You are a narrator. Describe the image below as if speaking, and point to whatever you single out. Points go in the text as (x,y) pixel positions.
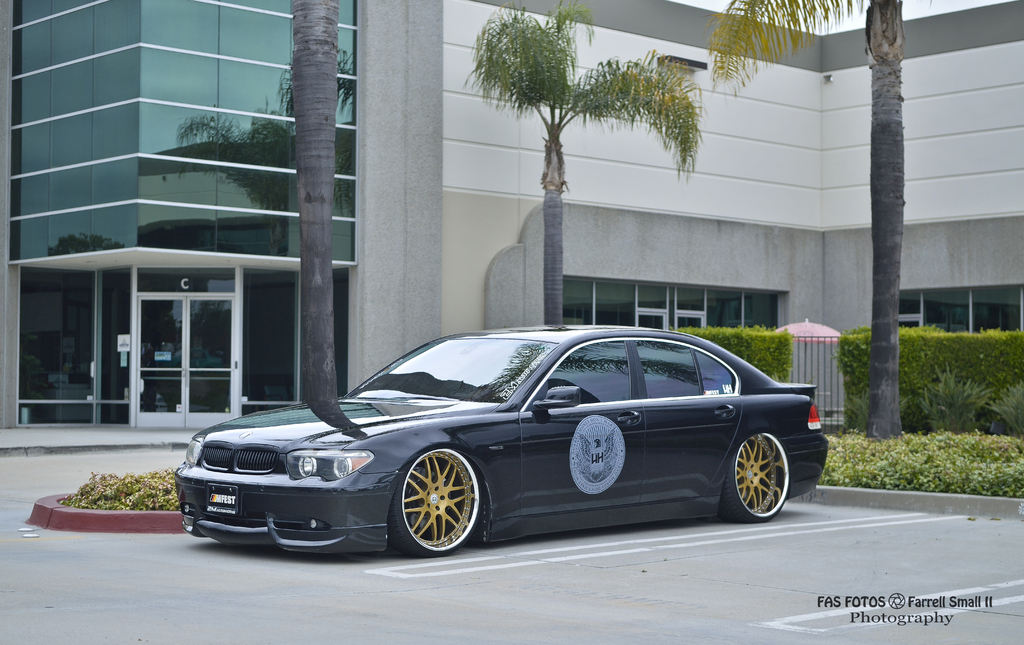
In this image in the center (639,395) there is one car (321,415) and in the background (417,283) there are some buildings (575,194), trees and some plants (906,451) and grass (933,449). At the bottom (892,534) there is a road (714,543).
